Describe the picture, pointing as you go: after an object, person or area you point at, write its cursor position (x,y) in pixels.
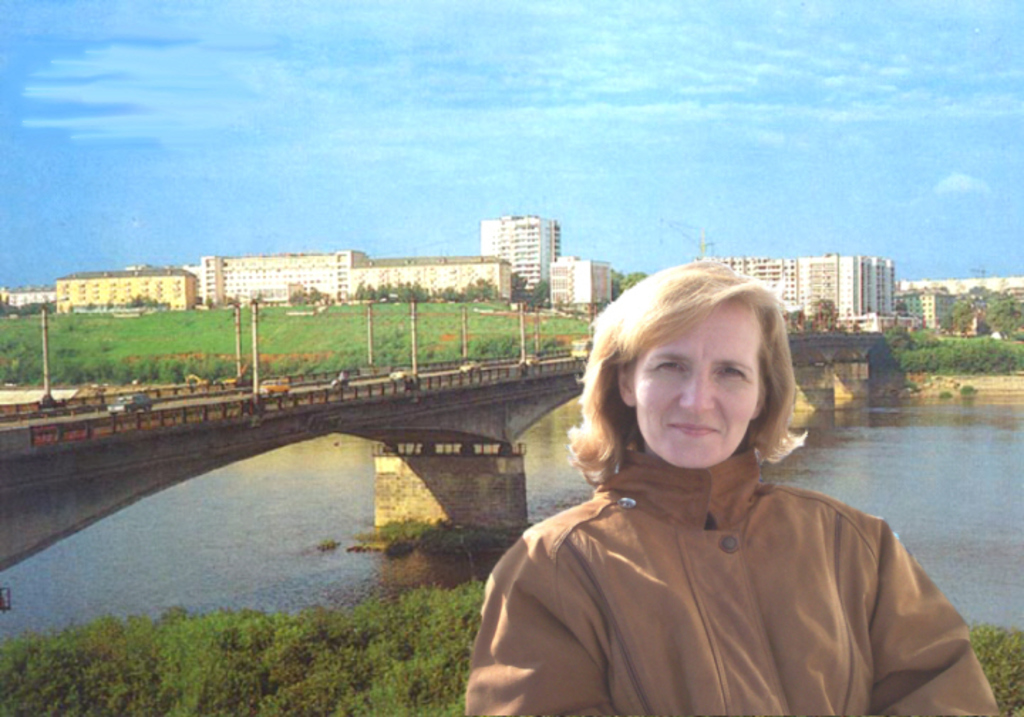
In this picture there is a woman (659,435) who is wearing brown jacket (755,646). Behind her I can see the water (306,494) and bridge (469,448). On the bridge (414,389) I can see the cars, bus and other vehicles (189,381). Beside that I can see the street lights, poles (464,349) and fencing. In the background (107,283) I can see the buildings (895,311), trees (1003,324), plants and other objects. At the top (983,121) I can see the sky (11,180) and clouds (317,76).
